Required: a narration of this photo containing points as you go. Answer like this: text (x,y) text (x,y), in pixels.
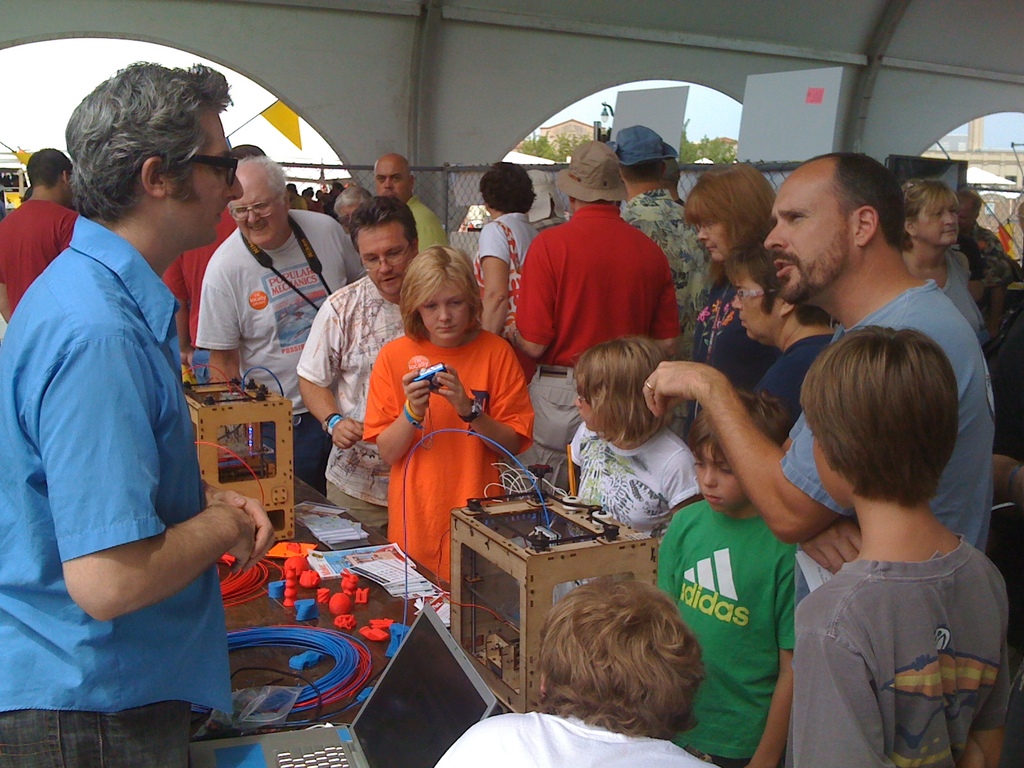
This image is taken indoors. At the top of the image (529,100) there is a wall (460,97) and arches (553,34). In the middle of the image (498,272) there are many people (466,387) standing on the ground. At the bottom of the image (381,679) there is a table (332,616) with a laptop (353,725), a few papers (318,506) and many things (489,621) on it. On the left side of the image (41,323) a man (89,382) is standing on the floor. In the background (480,213) there is a fencing (434,193) and there are a few flags (279,125), trees (582,141) and stalls (524,163).
